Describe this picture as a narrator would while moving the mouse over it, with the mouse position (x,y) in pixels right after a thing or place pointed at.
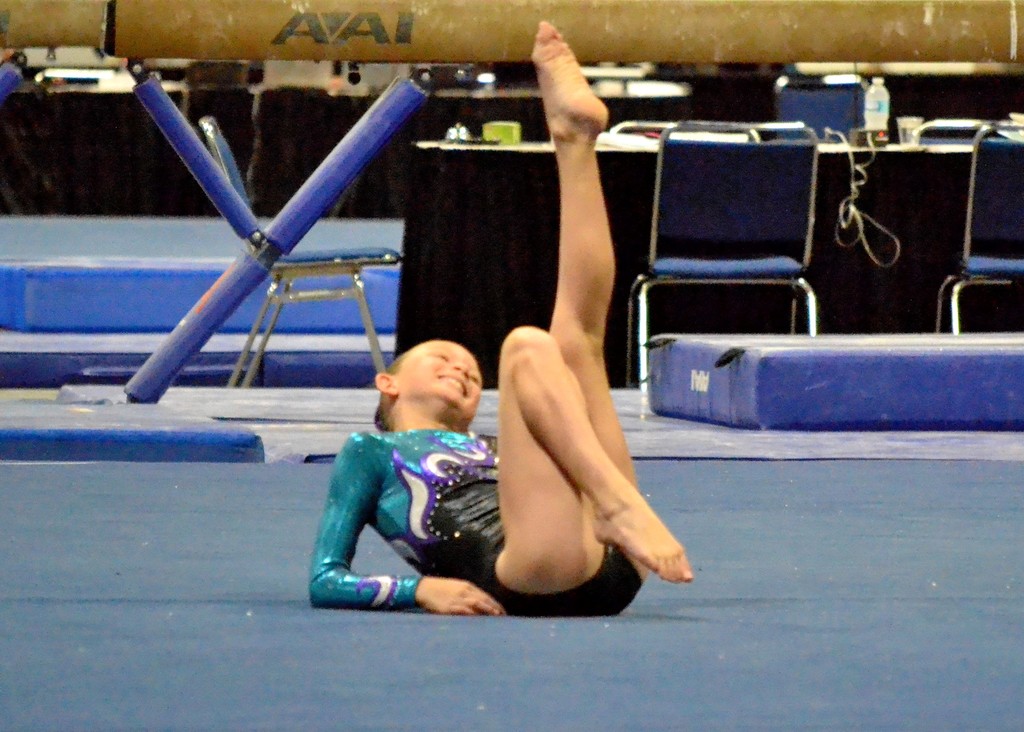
Here we can see a girl (446,450) on the floor (649,673). In the background (956,169) we can see chairs (818,117), table (931,186), glass (917,132), and a bottle (867,114).
